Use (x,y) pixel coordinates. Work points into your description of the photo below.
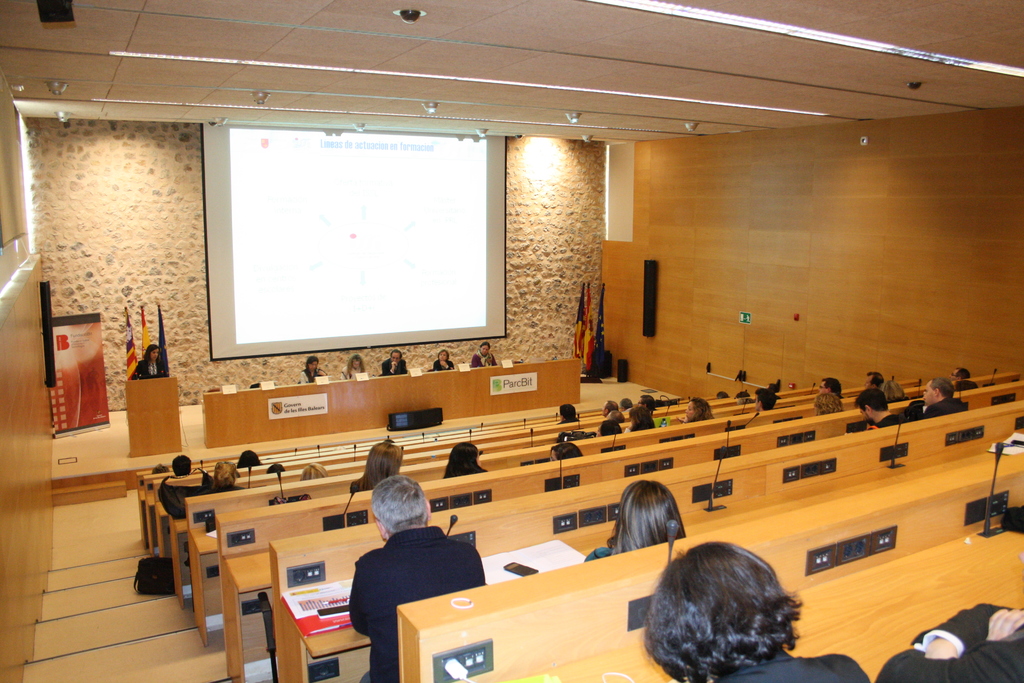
A picture of a auditorium (162,477). A screen (230,209) on wall (154,225). On this stage (185,434) there is a table (382,399), banner (93,396), podium (149,393). Backside of this podium (160,389) a woman (159,377) is standing. Backside of this woman (152,356) there are three flags (163,350). Five persons (387,367) are sitting on chairs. Backside of them there is a screen (469,297) and most of the persons (663,649) are sitting on chairs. In-front of them there are tables (194,542). Beside this table (177,562) there is a bag (157,583). On this table (551,571) there is a file (331,626) and mobile (521,571). At the corner of the room (639,344) there is a speaker (650,274) and flags (587,328).
